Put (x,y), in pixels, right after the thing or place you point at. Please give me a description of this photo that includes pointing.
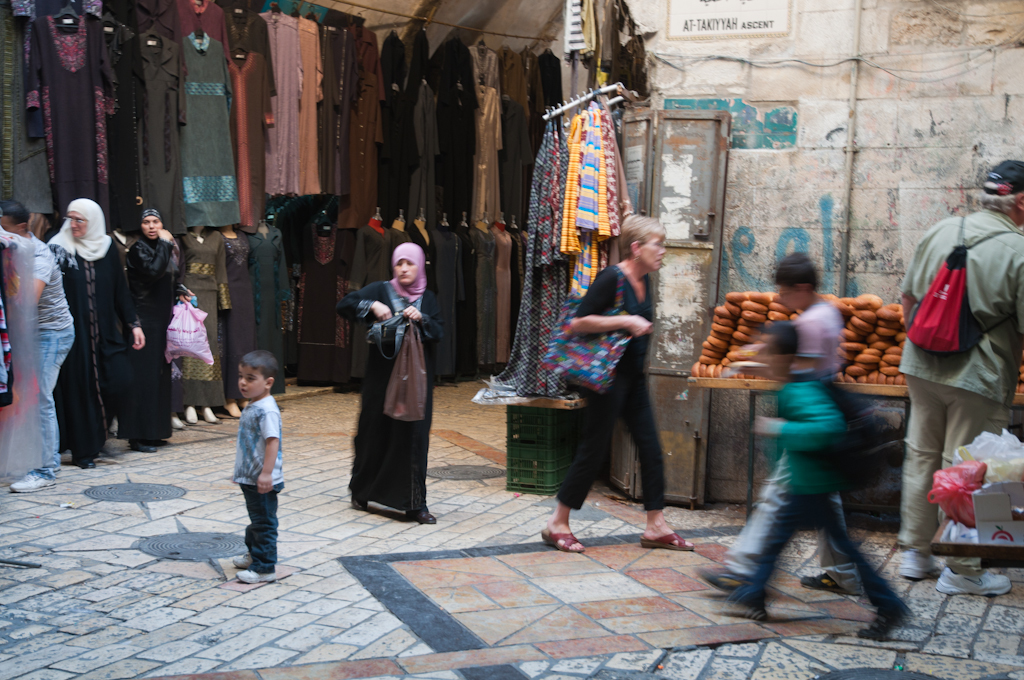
In this picture we can observe some women (608,407), men (982,291) and children (824,453) walking. Most of them were wearing black color dresses (425,426). We can observe some clothes (216,103) hanged to the hangers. In the background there is a wall (772,102) which is in white color.
